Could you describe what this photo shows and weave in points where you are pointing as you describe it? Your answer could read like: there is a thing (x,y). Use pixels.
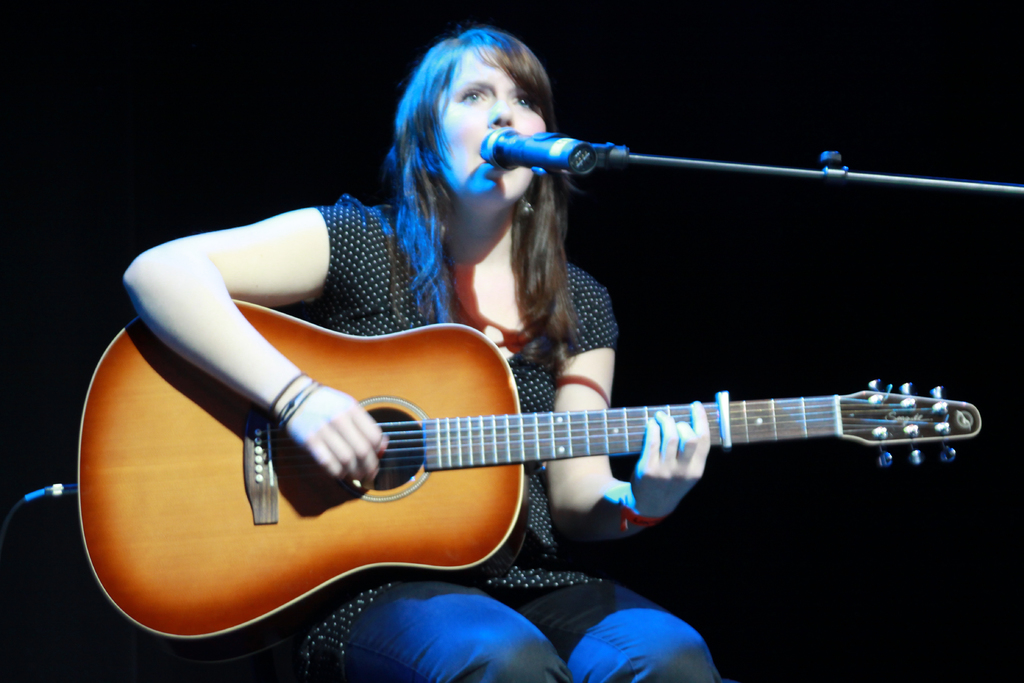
This person (408,234) sitting and playing guitar (430,426) and singing and this person (421,246) wear black color dress (520,367). There is a microphone (582,164) with stand (963,178).
